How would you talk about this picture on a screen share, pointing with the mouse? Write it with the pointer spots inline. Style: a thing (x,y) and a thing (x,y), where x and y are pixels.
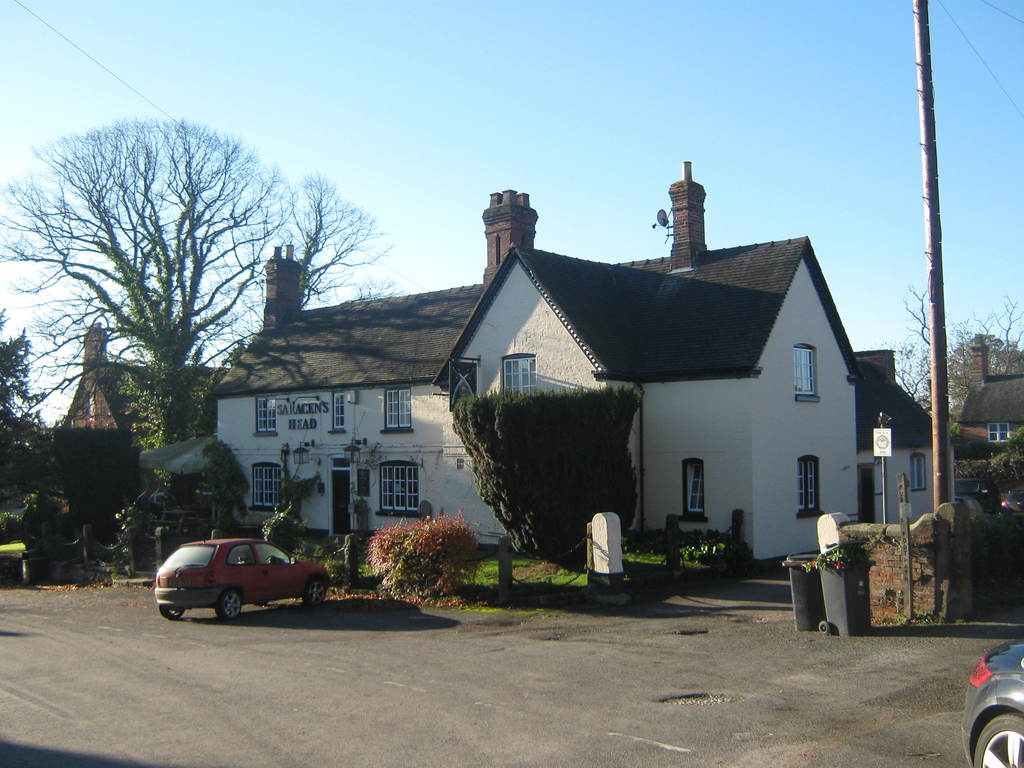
At the bottom of the picture (372,681), we see the road (463,681). In the middle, we see the red car (182,597) parked on the road (200,615). Beside that, we see the poles (619,567), shrubs (446,576), grass (566,576) and the trees (520,544). In the middle (660,459), we see a building (708,528) in white color with a grey color roof (333,372). On the right side (876,584), we see a wall (899,572), poles (883,468), trees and a board (883,453) in white color with some text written on it. There are trees (14,476) and the buildings (872,388) in the background (968,431). At the top (480,161), we see the sky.
